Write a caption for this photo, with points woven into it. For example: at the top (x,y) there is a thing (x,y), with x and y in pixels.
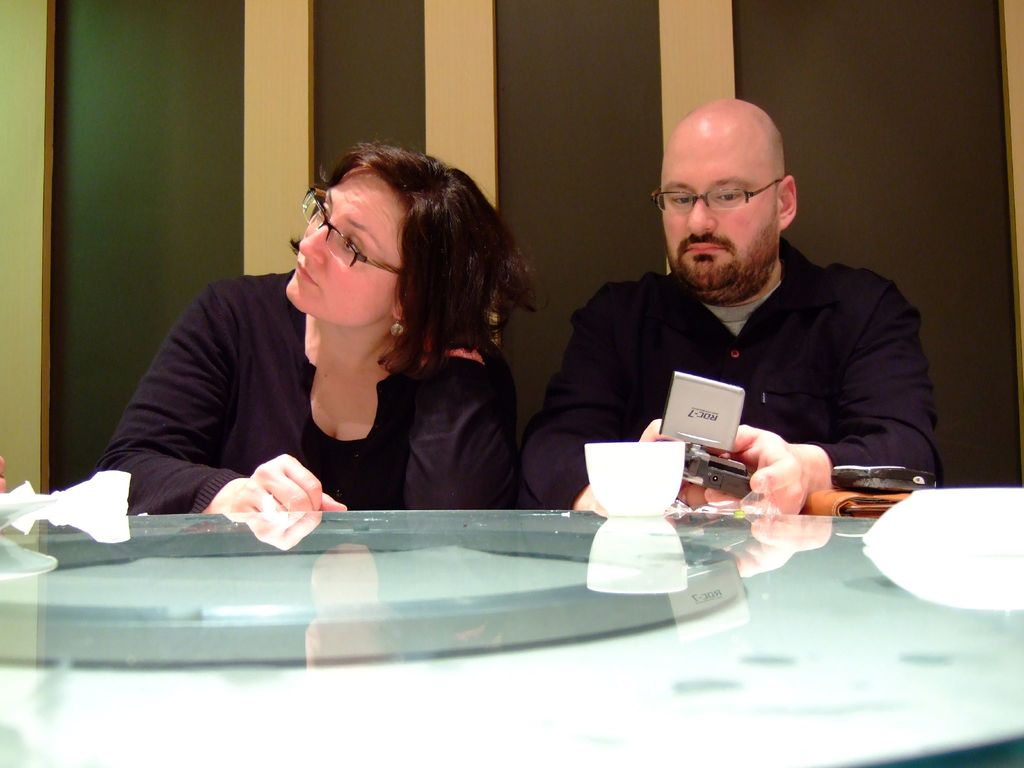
In this image on the right side (730,376) there is one man (719,309) who is sitting and he is holding a camera (708,468). On the left side (256,431) there is one woman (283,383) who is sitting and she is wearing spectacles (319,217), in front of them there is one glass table (345,588), and cups (634,464) and tissues (86,490) are there. On the background (345,65) there is one wall (664,105).
